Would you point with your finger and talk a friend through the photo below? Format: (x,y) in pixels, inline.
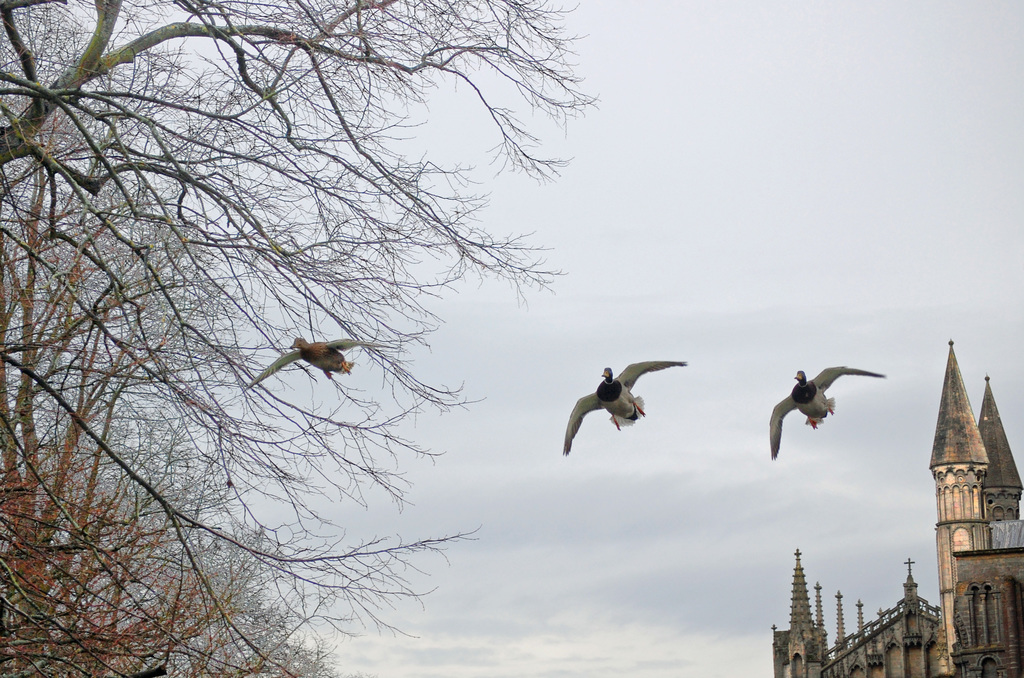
In this image there are birds (327,353) flying in the air (694,376). To the left (96,401) there are trees (81,507). In the bottom right (951,580) there is the top part (887,620) of a building (888,619). In the background (652,190) there is the sky (566,611).
